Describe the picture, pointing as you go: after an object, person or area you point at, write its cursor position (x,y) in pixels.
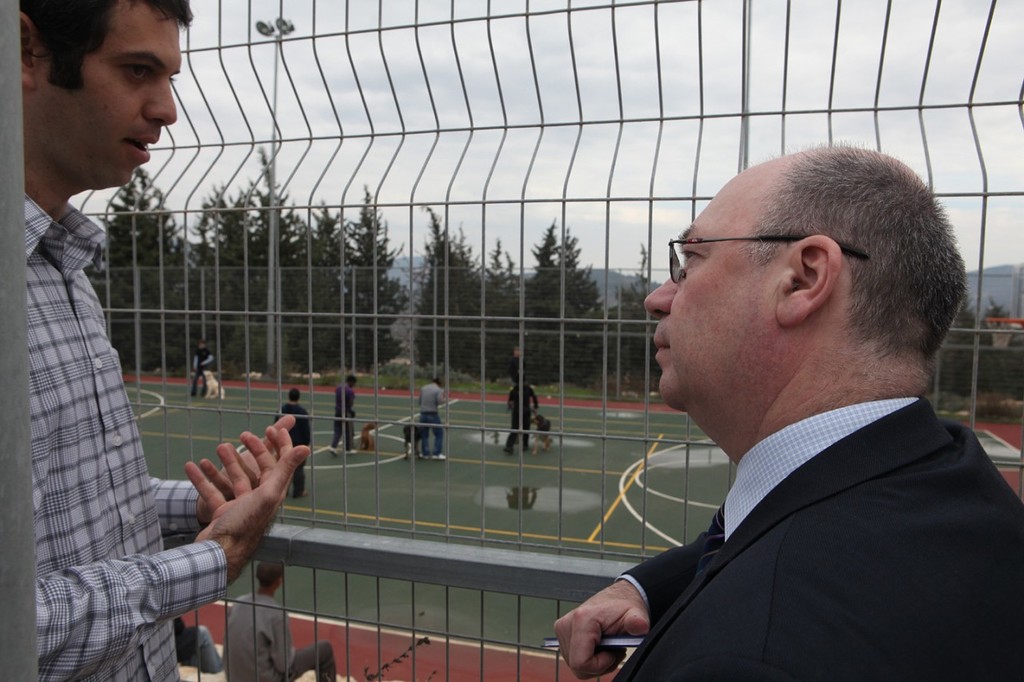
In this picture I can see 2 men (52,268) in front (125,463) who are standing and I see that the man (751,650) on the right (873,457) is wearing formal dress (1015,658). In the background (453,410) I can see the fencing (523,228) and I can see the basketball court (321,398) on which there are few people (202,354) and I can see the trees (157,301), a light pole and the sky (567,90).
